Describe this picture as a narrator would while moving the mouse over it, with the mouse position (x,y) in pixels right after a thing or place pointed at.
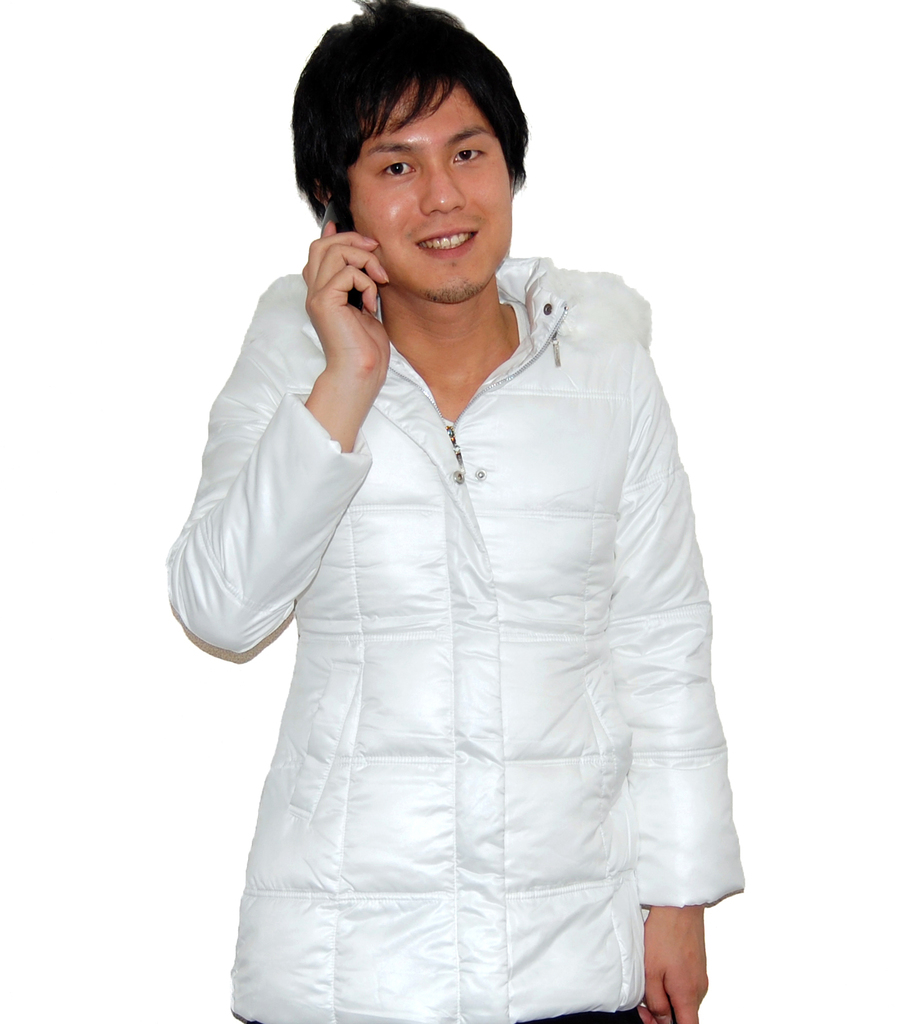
In this image I can see a man (399,519) is standing and smiling. The man (374,379) is holding some object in the hand (388,281) and wearing white color clothes (416,508).
